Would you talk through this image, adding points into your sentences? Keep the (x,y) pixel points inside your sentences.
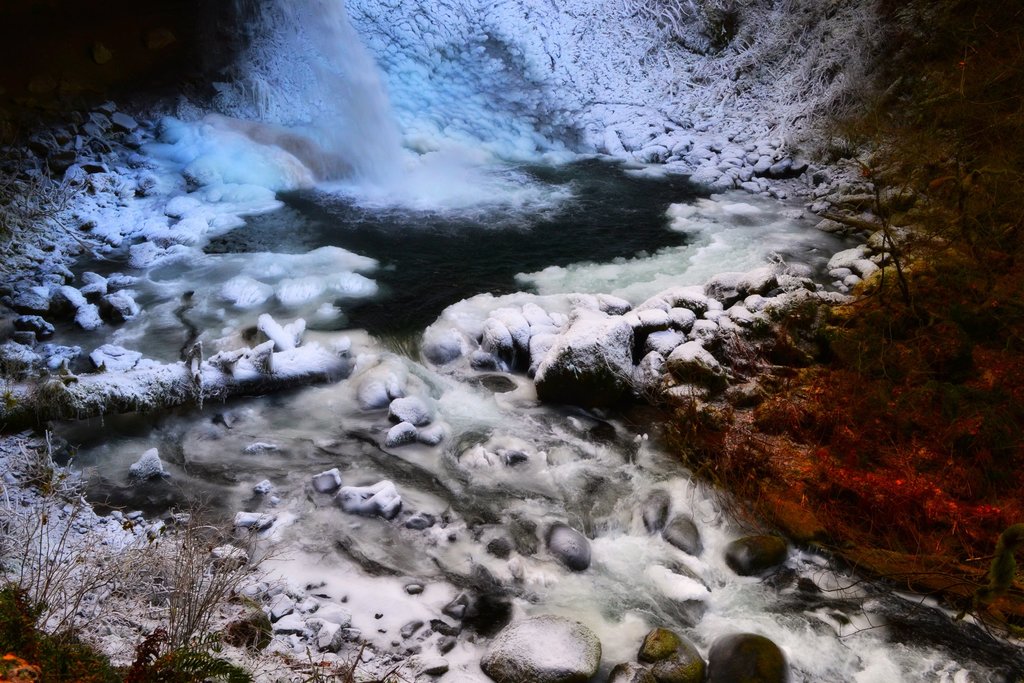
In this picture we can see ice (289,276), water (429,307), few rocks (720,185) and trees (867,167).
